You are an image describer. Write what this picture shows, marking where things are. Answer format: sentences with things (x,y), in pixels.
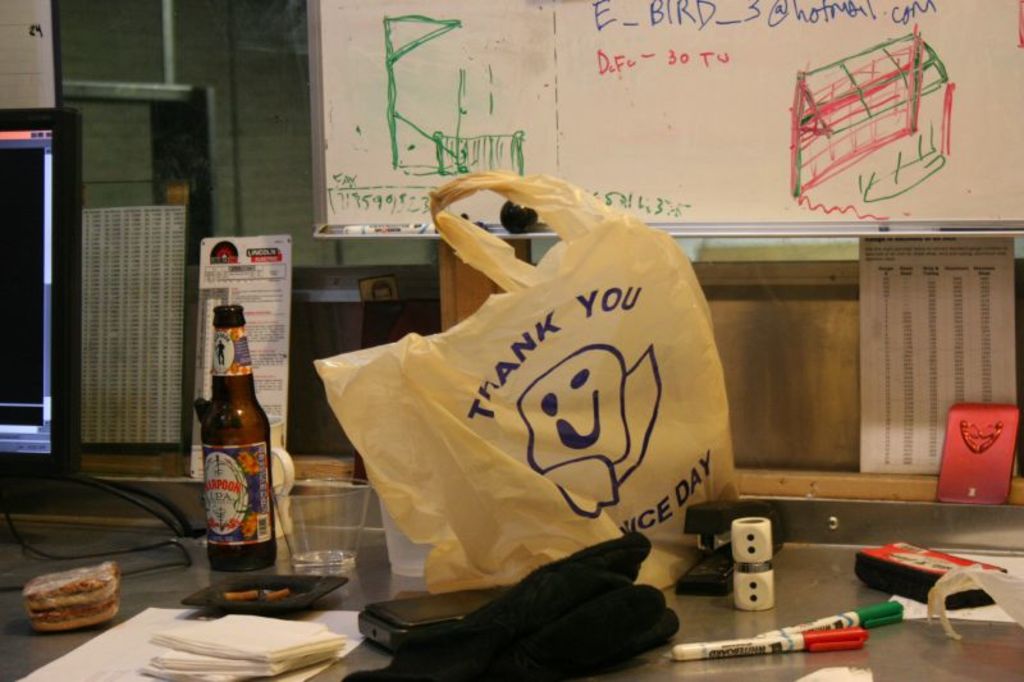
In this picture we can see a bottle (251,434), glass (297,526), tissues (181,680), markers (761,638), and a cover (541,393) on the desk (987,674). This is board (789,59). On the background (306,63) there is a wall (305,112). And this is the screen (24,222).
